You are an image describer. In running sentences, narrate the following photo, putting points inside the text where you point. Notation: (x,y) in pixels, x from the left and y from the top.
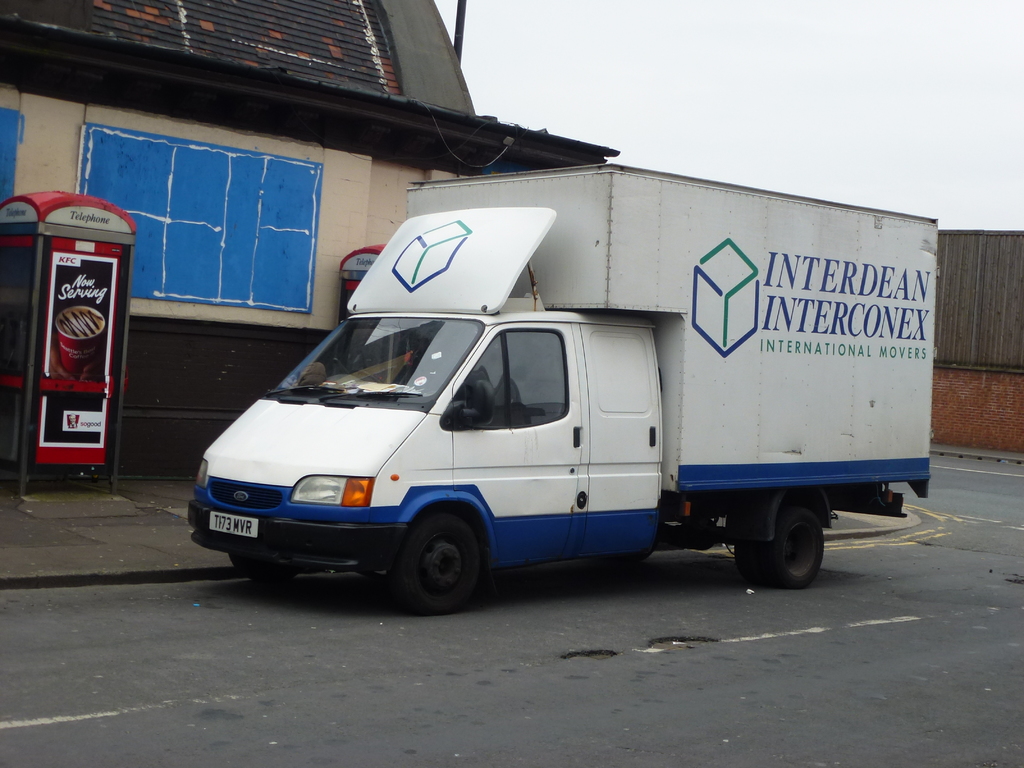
In this image we can see a motor vehicle (577,526) on the road (344,646), telephone booths (75,389), shed (281,104) and sky (658,42) in the background (718,118).
